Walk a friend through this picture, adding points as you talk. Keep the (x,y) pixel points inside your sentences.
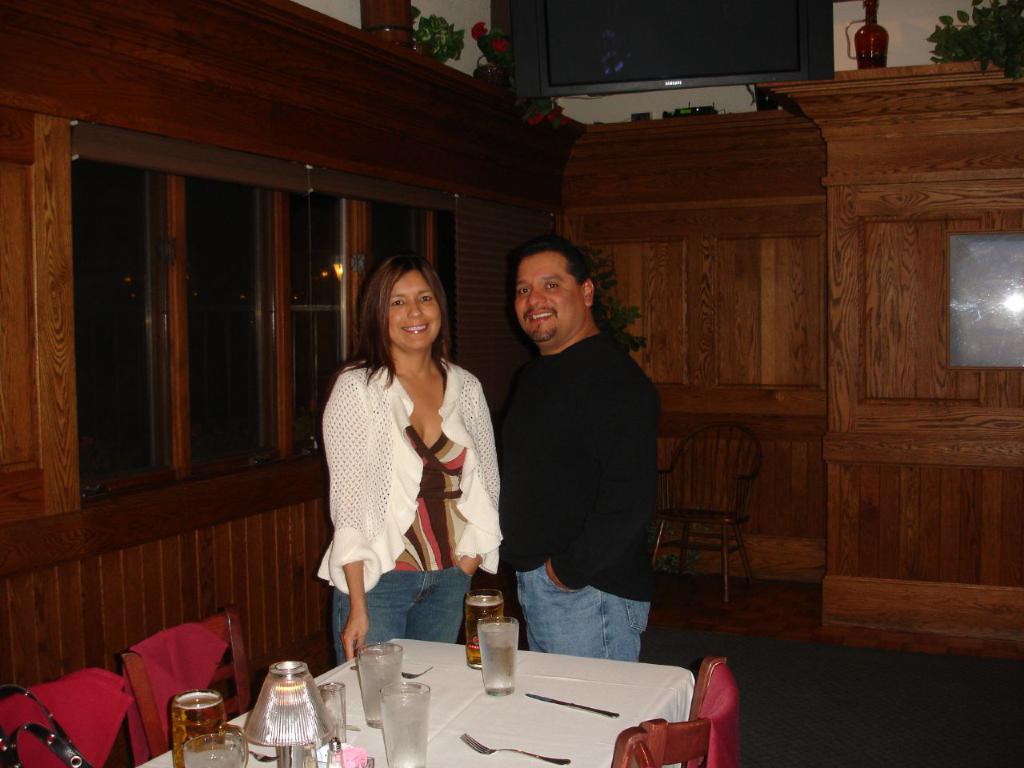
In this picture we can see a woman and a man (577,608) standing on the floor (865,717). This is table (629,701). On the table (354,730) there are glasses (485,647). These are the chairs (659,738). On the background (12,638) there is a wall (853,399) and this is plant (987,26). Here we can see a screen (699,60).
